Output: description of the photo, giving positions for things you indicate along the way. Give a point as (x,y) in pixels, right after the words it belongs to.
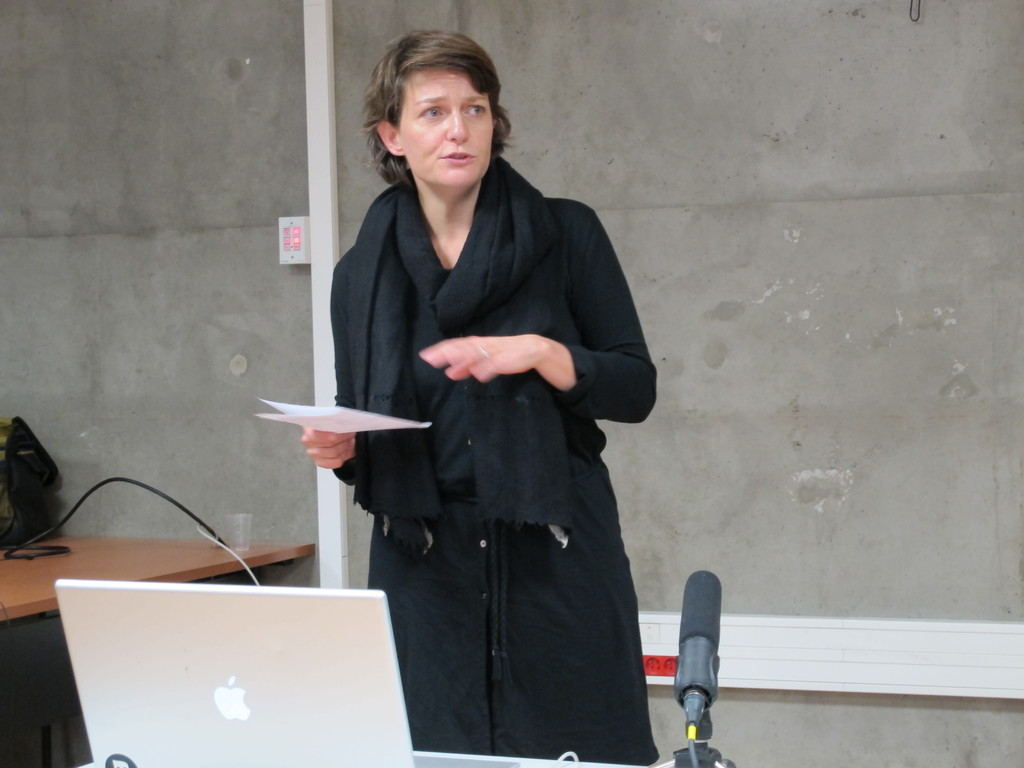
In this image there is a woman (606,432) standing and holding a paper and in back ground (6,447) there is glass (243,532), bag (0,479) in table (294,550), laptop (208,701) and microphone (693,672) in table (446,753).
